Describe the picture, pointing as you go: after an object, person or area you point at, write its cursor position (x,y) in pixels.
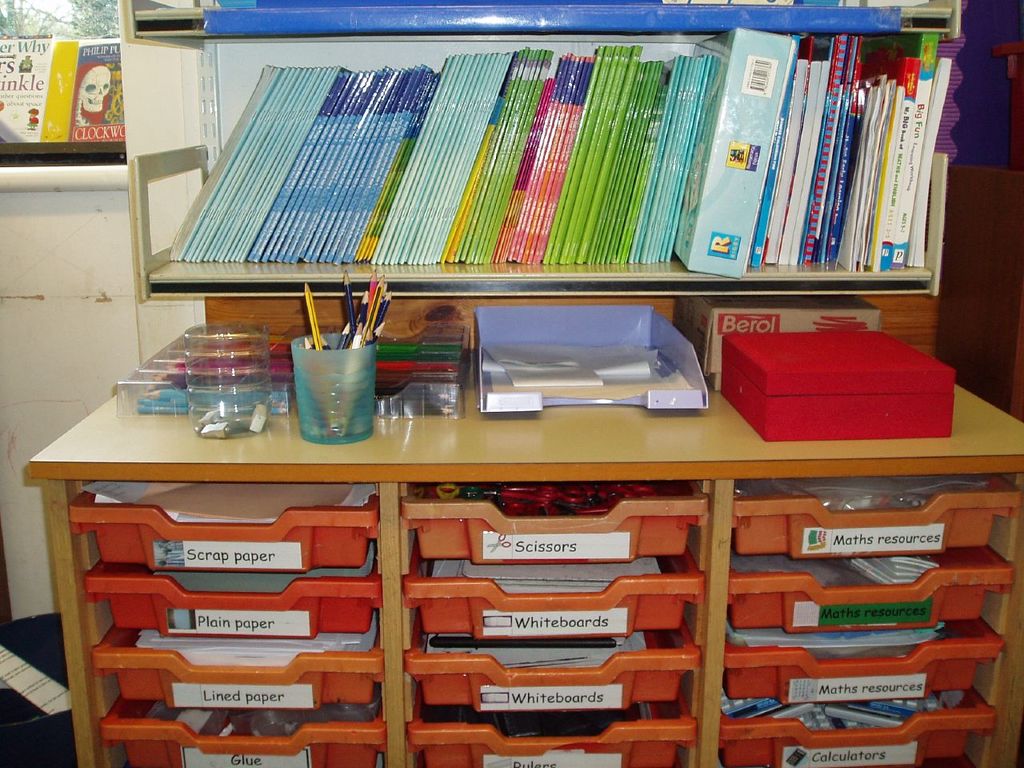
In this image I can see the table (376,427). On the table (508,441) there is a red color box (819,380), cup (315,386), glass (266,413) and some books (471,145) in the rack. In the down I can see few boxes (459,614) with some materials (258,652). To the left (76,98) I can see few more books (65,87).
